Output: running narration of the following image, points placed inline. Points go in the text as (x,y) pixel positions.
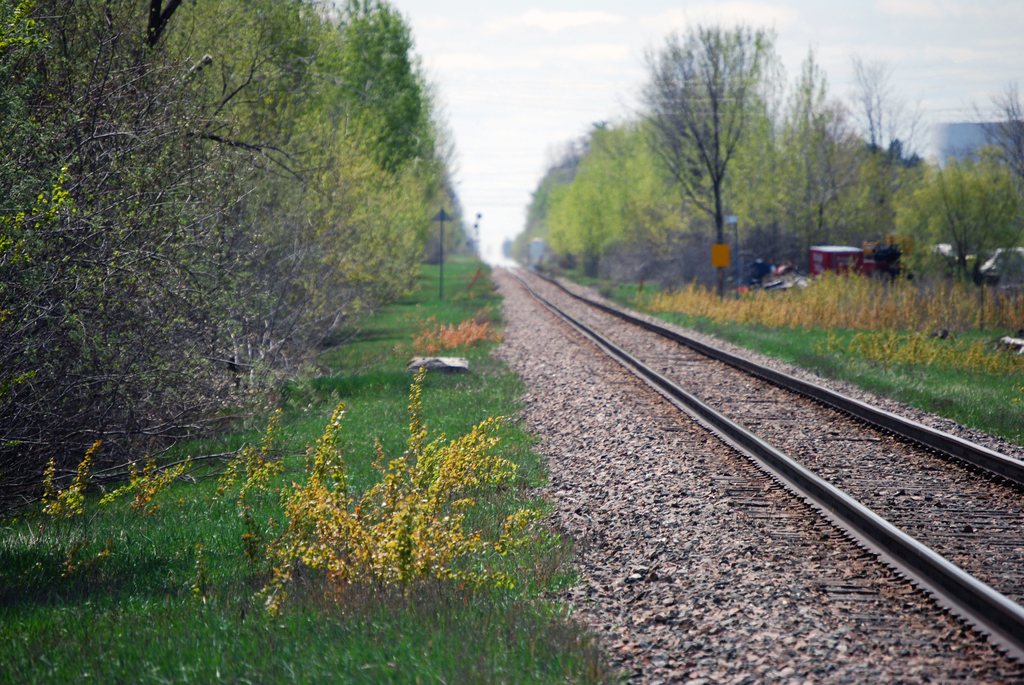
In this image there is a railway track (748,423) in middle of this image (607,331) and there are some trees (297,355) at left side of this image (336,275) and right side of this image (800,192) as well. There is a sky (544,106) at top of this image (515,60).
